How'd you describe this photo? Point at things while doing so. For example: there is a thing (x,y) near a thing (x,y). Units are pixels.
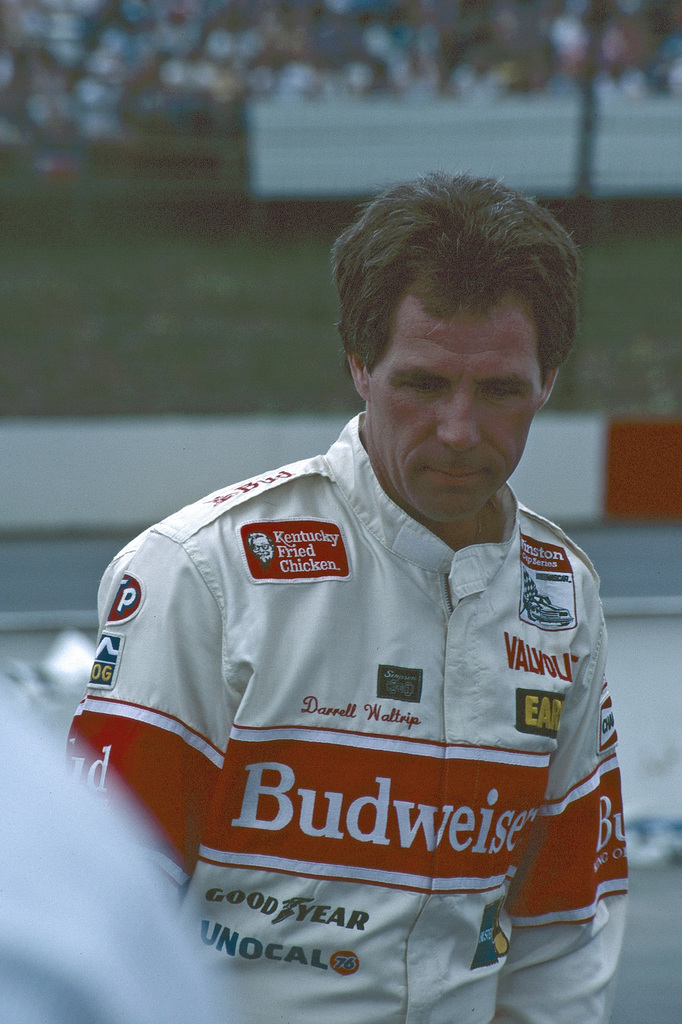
In this image there is a person (480,579) truncated towards the bottom of the image (475,739), there is an object (72,858) truncated towards the left of the image (79,856), there is grass (180,310) truncated, there is an object (627,152) truncated towards the right of the image (511,146), there are objects (521,149) truncated towards the top of the image (411,48).
